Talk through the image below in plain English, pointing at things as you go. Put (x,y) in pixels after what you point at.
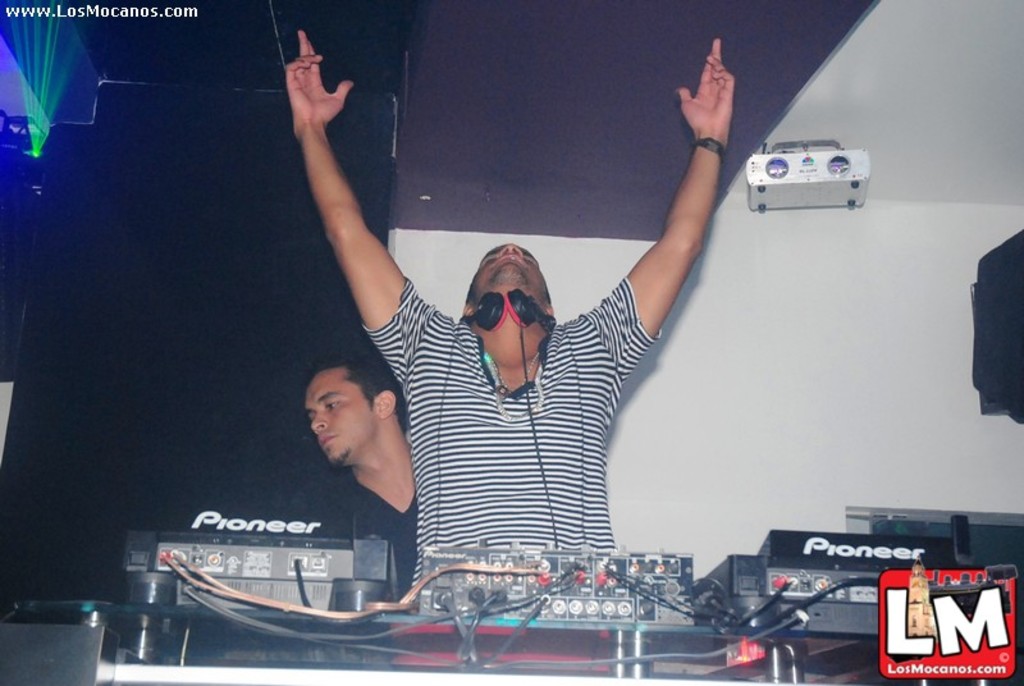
At the bottom (487,561) there are electronic devices (535,582) and cables (505,568) on a glass platform (369,622). In the background (366,442) there are two men (438,409), object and a projector (813,203) on the wall (932,307) and on the left side (24,138) we can see lights (42,113).
